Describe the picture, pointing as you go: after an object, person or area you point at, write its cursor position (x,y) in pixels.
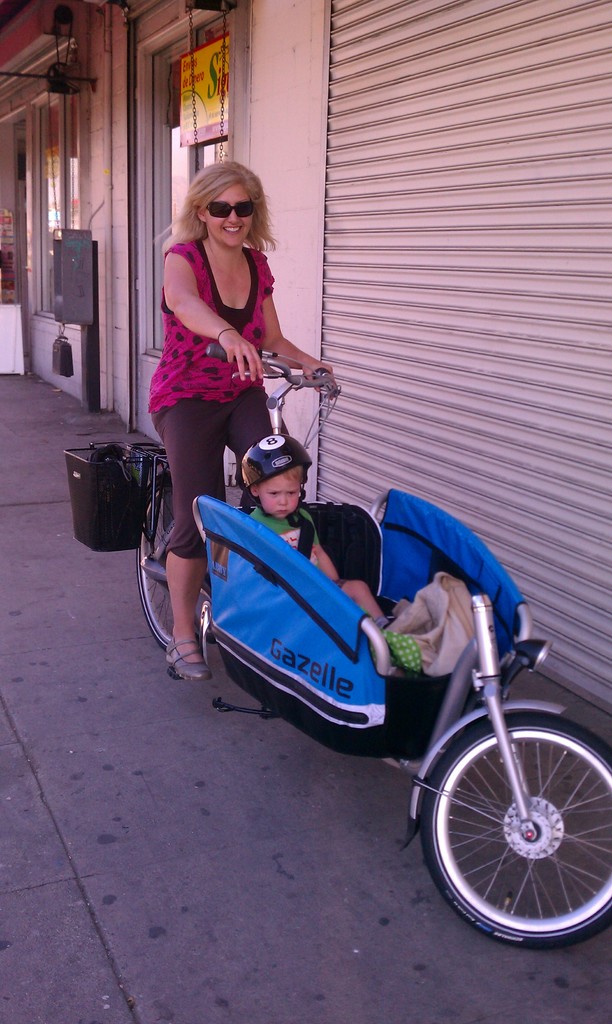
A lady (236,282) wearing goggles (230,208) is sitting on a cycle (159,487). For this cycle (278,560) there is basket (496,607). Inside the basket (307,580) a baby (324,551) is sitting wearing helmets (268,451). On the side there are shutters (411,185), shops (157,132) and banners (209,104).
